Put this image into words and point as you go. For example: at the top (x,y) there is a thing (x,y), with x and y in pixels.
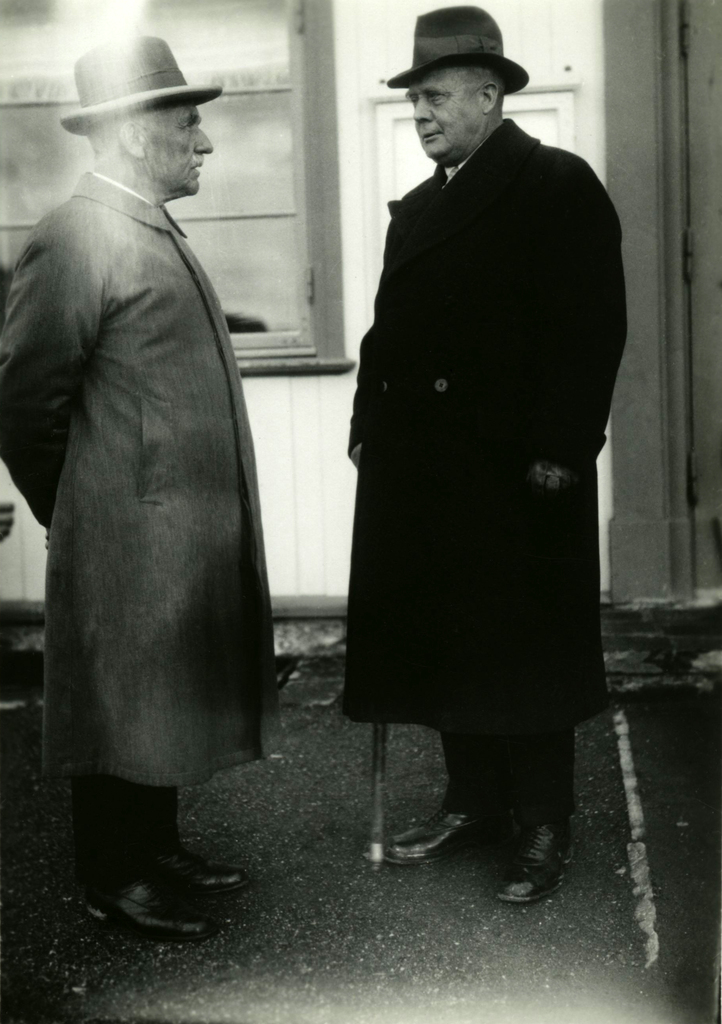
This is a black and white picture. In this picture we can see two men (385,433) standing, wearing hats (108,67) and coats (153,608). In the background (280,285) it seems like a window (252,29). At the bottom (392,933) we can see the floor (372,954) and a stick (381,788) beside to a man (379,507).
